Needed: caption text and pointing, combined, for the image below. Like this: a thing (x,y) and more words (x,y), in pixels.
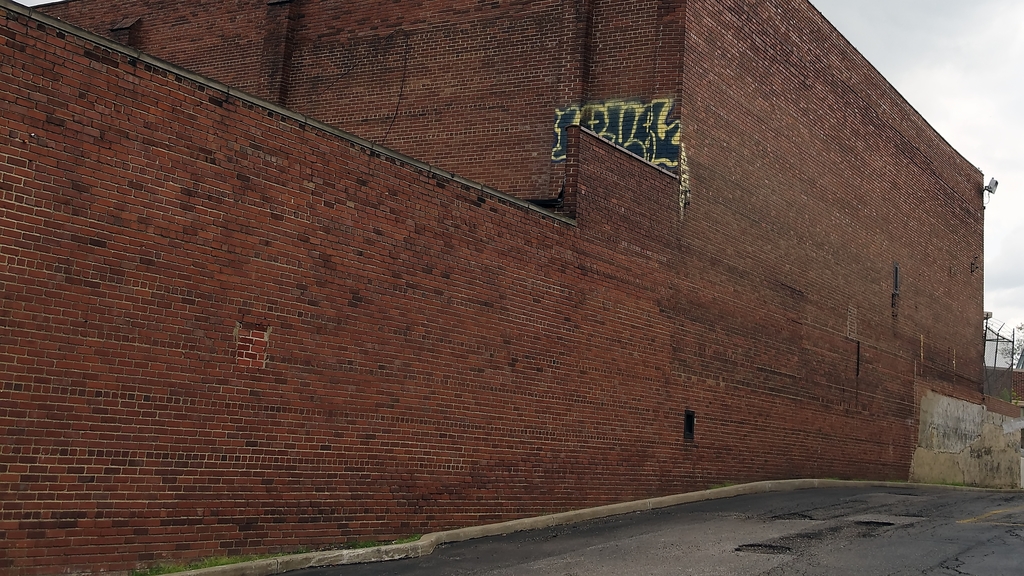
In this image at the bottom (811,562) we can see a road (773,572). We can see drawings (558,124) on the brick wall (487,283). On the right side (1011,205) we can see an object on the wall (978,370), branches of a tree (1019,327), objects (992,334) and clouds (933,47) in the sky (886,24).
